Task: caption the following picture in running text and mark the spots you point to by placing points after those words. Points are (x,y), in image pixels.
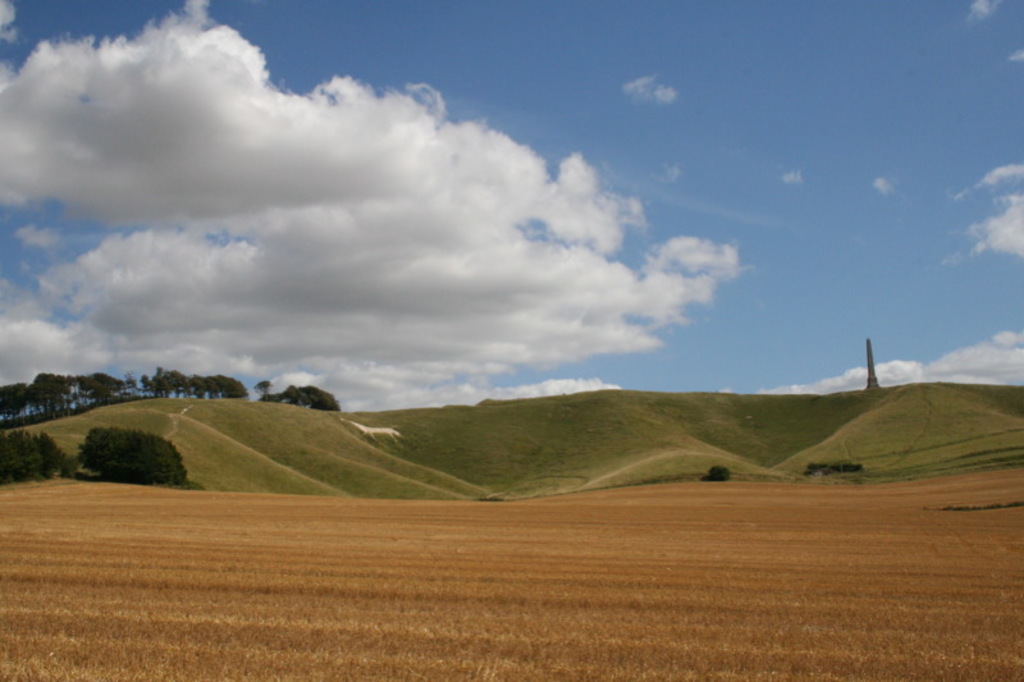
In this picture I can see trees (130,433) and grass (465,458) on the ground (472,481) I can see plants (841,467) and a tower (871,368) and I can see blue cloudy sky (386,122).
